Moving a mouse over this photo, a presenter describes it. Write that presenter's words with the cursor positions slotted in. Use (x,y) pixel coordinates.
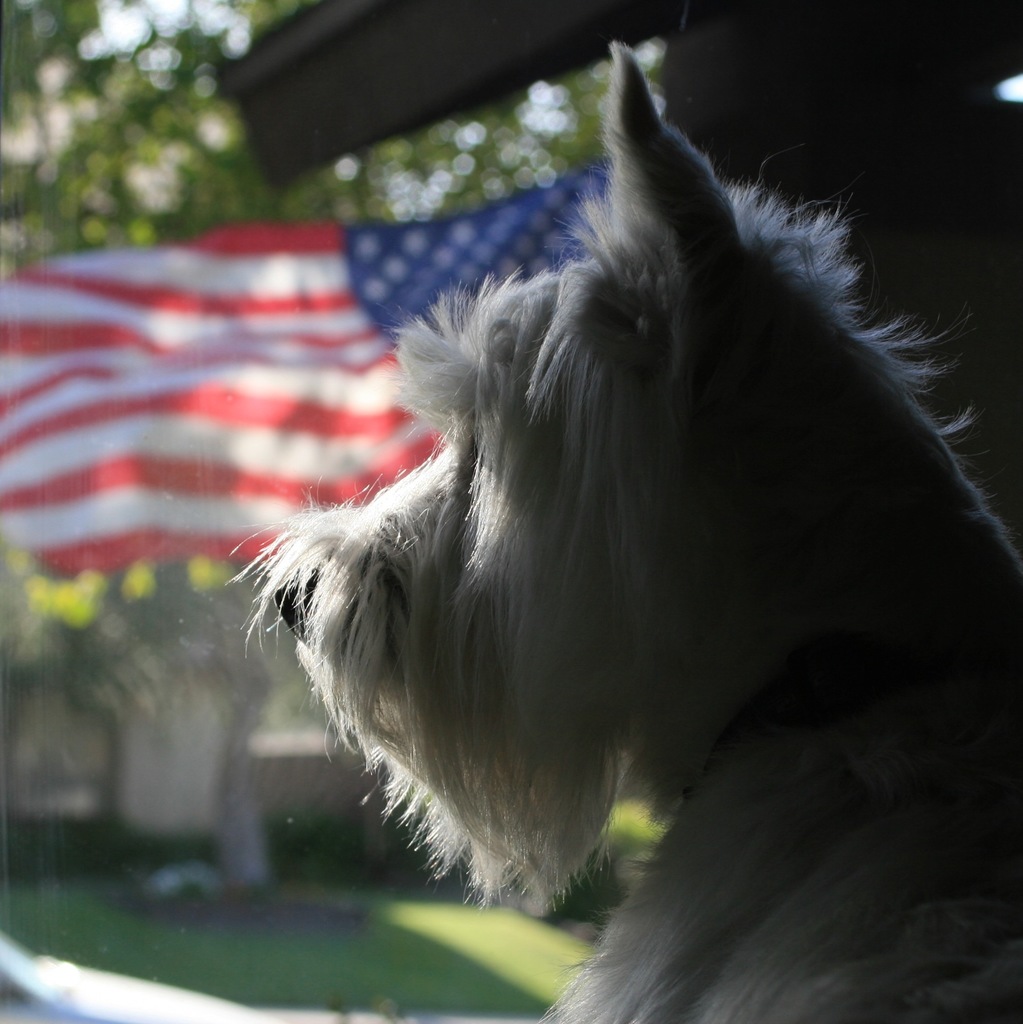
In this picture I can see a dog (828,392) and a flag (149,288), and there is blur background (77,122).
